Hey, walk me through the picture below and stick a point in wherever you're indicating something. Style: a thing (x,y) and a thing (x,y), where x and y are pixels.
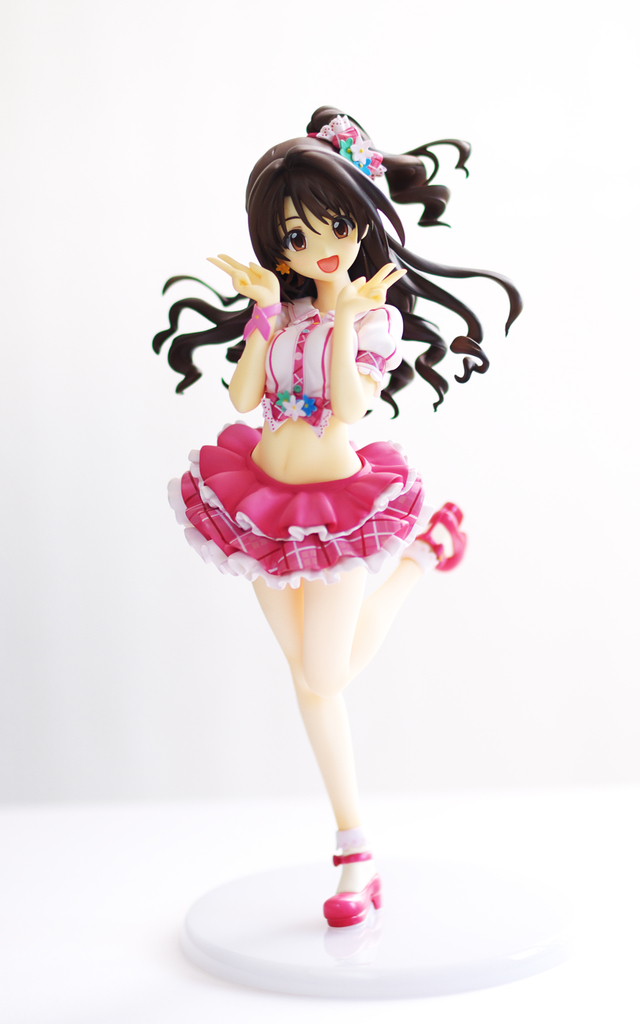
In this picture I can see a doll (323,498) and a white color background (32,132).
